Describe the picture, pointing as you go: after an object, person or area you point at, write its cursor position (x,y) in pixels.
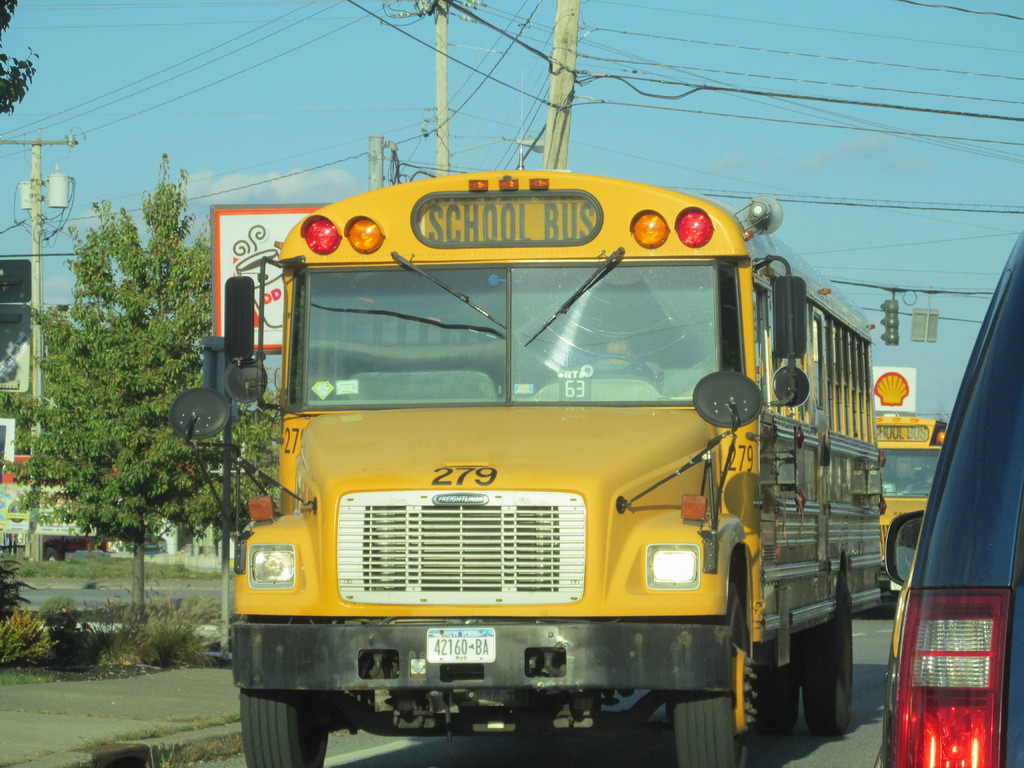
In this picture we can see vehicles (198,418) on the road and in the background (215,533) we can see trees (126,532), poles (228,520), sky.
